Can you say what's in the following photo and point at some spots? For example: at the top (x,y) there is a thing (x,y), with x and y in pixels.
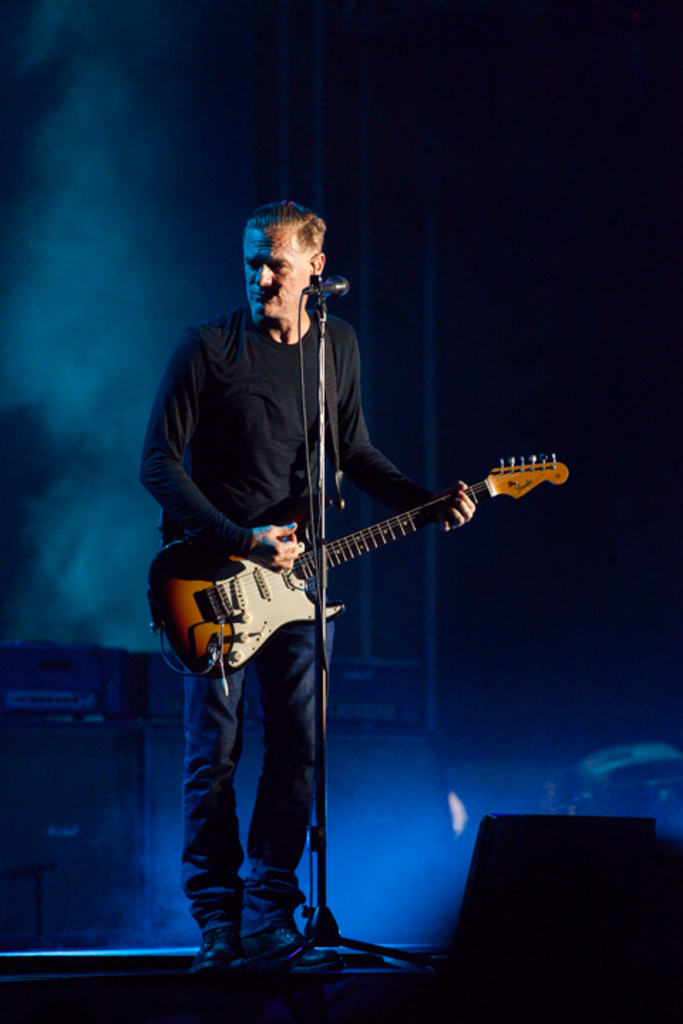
In the middle of the image (240,673) a man (346,320) is standing and playing guitar (346,553). In the middle of the image (320,625) there is a microphone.
